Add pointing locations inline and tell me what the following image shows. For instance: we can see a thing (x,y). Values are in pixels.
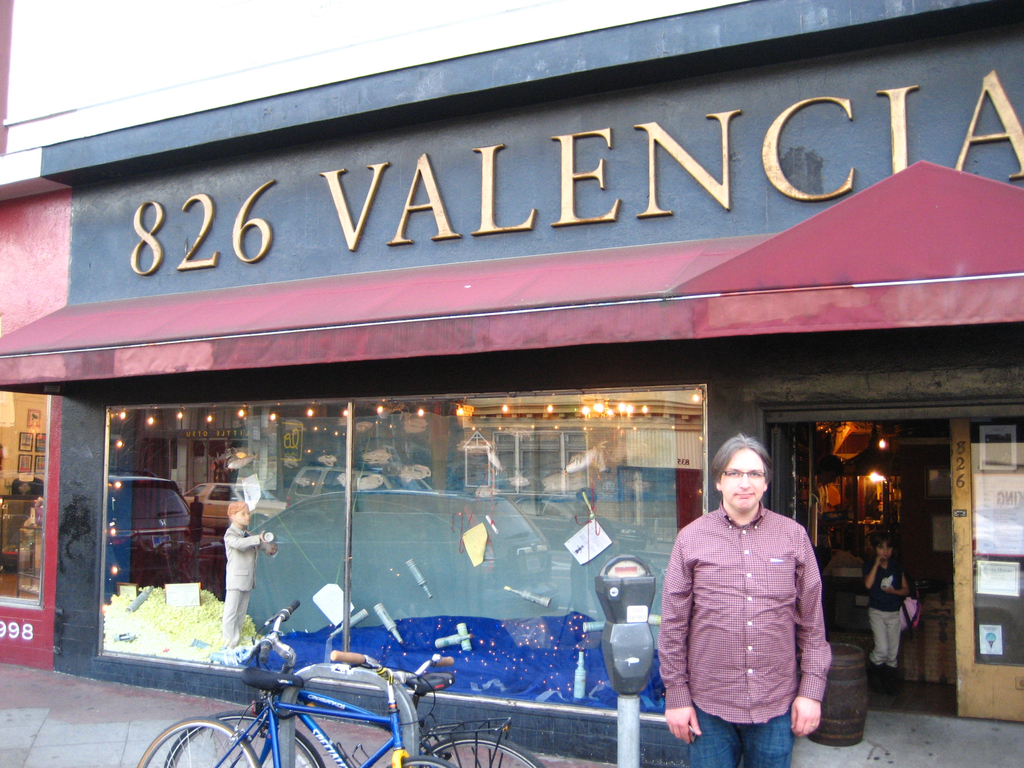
In this image a person (772,749) is standing. Beside him there is a machine (629,611) attached to the pole (639,697). Left bottom there are two bicycles (334,745). Background (102,154) there is a shop (330,249). Left side (232,636) there is a mannequin (232,618) behind the glass wall (386,532). On the glass wall (380,566) there is a reflection (385,517) of few vehicles (296,479). Right side (892,643) a person (875,648) is inside the shop (916,550). There is some text (1021,147) on the wall (323,211).
